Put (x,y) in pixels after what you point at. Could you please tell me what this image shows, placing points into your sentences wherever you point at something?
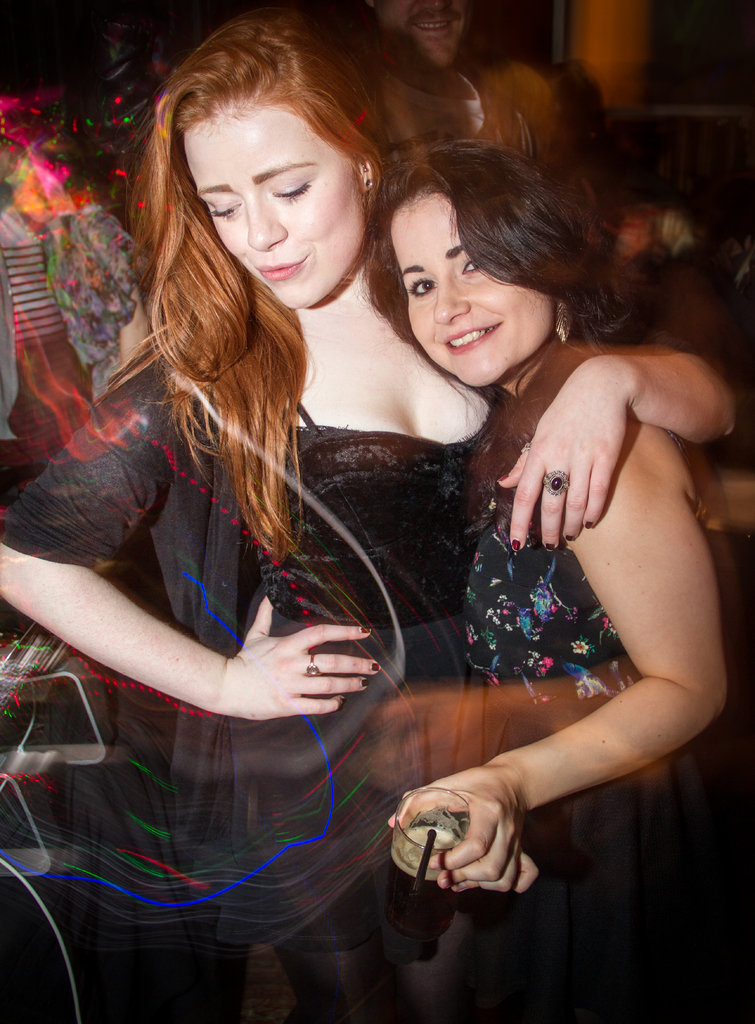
In this image we can see few people (463,322) and a woman (555,591) is holding a glass (459,806) with drink (418,896) and a straw (427,857) in the glass (410,865).
